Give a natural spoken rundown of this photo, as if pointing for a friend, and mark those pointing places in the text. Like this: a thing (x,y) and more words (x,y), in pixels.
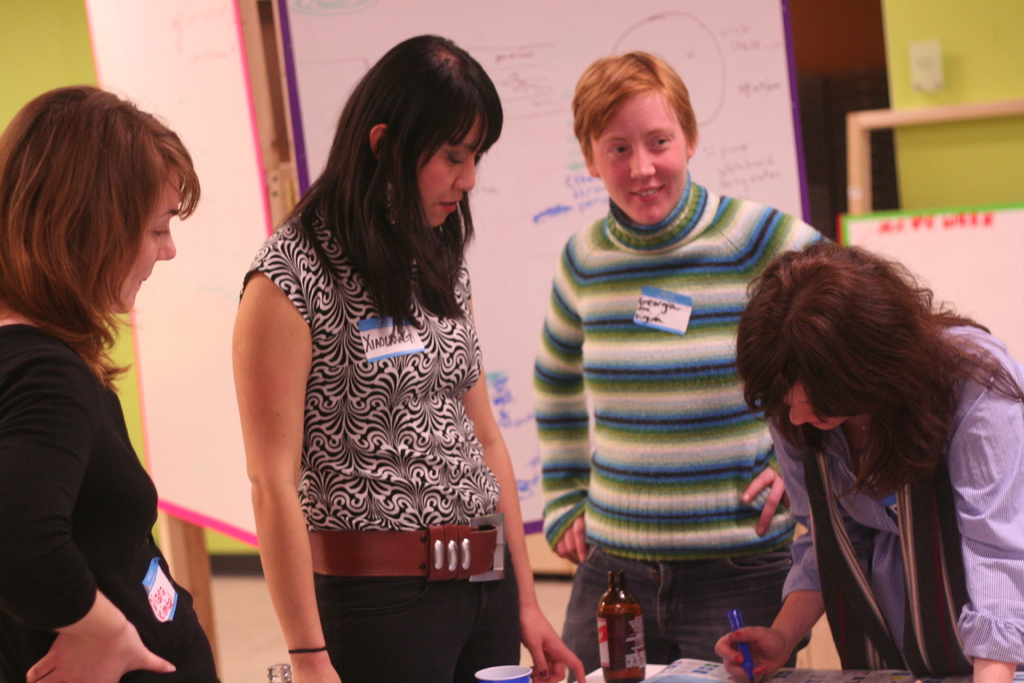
In this image I can see few women (296,293) are standing and on the right side (765,378) I can see one of them is holding a blue colour thing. I can also see a paper thing (154,615) on their dresses (693,273) and on it I can see something is written. In the front of them I can see a bottle (608,607), a glass (516,667) and one more thing (710,675). In the background (243,35) I can see few white colour boards (523,234) and on it I can see something is written.
